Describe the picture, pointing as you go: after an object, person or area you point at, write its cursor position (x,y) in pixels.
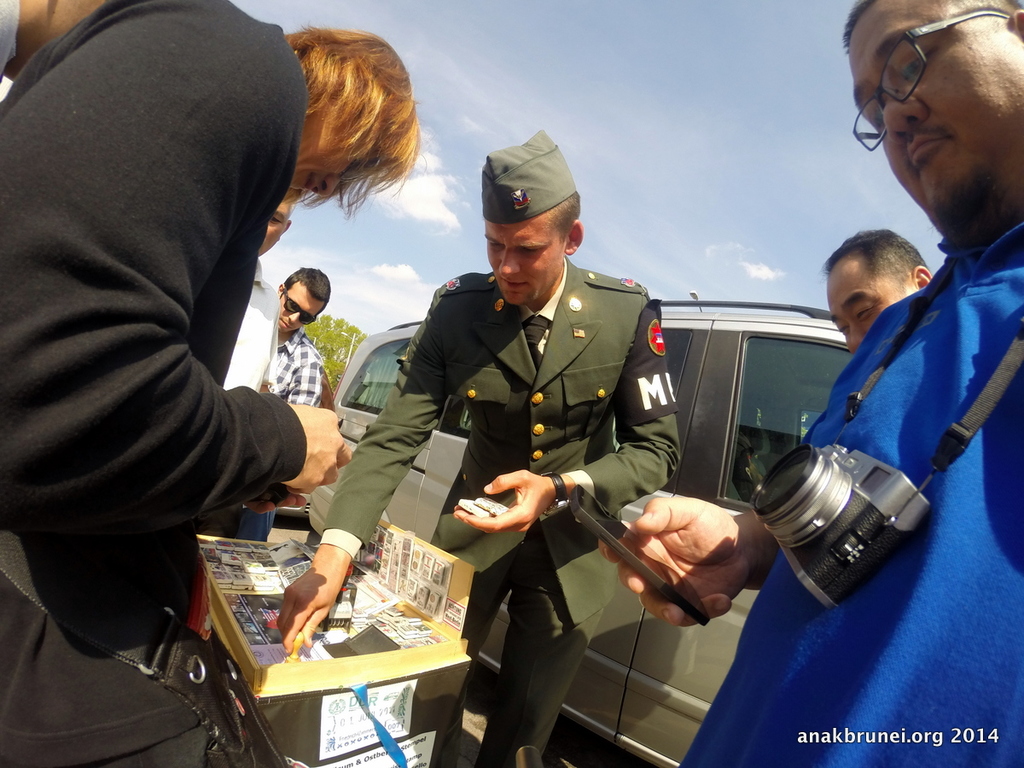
In this picture there is a person (968,161) with blue t-shirt (852,607) is standing and holding the device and there is a person (516,471) with suit (526,448) is standing and holding the object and there are group of people (5,389) standing. There are objects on the box (284,682). At the back (448,411) there is a vehicle (437,506) and there is a tree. At the top (659,120) there is sky (743,84) and there are clouds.
